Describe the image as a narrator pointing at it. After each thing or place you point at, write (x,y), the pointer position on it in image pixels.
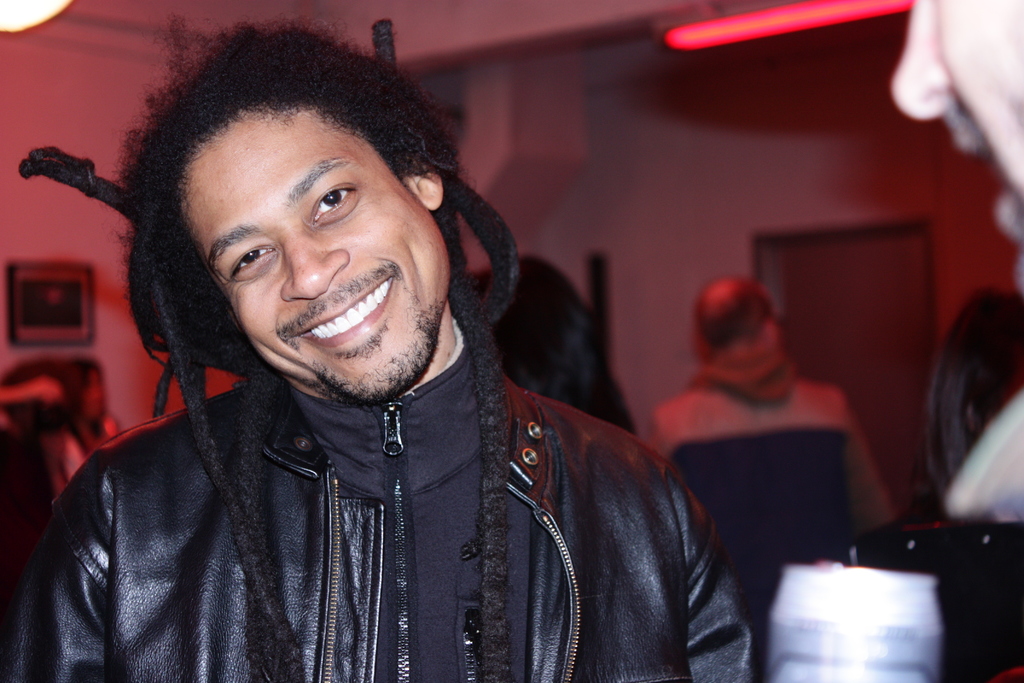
In this image we can see a few people (403,492), among them, one person (1022,53) is holding an object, also we can see a door (805,291), light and photo frame (77,312) on the wall (141,354).
